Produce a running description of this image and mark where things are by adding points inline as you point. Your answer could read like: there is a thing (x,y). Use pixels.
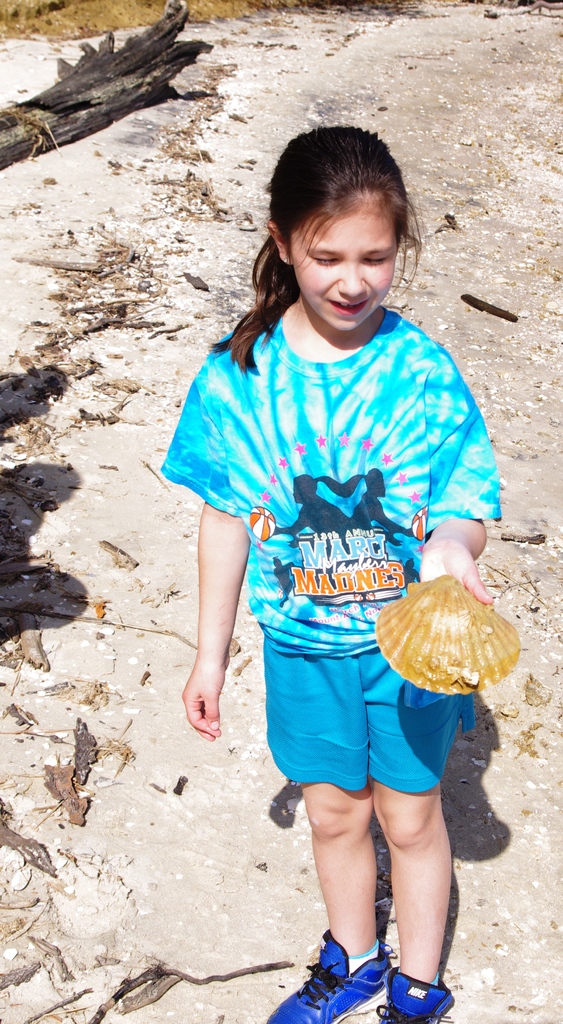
This image is taken outdoors. At the bottom of the image (179,962) there is a ground (186,936) with a few dry leaves (193,166). In the background (110,52) there is a bark (182,59) on the ground (221,858). In the middle of the image (284,582) a girl (373,631) is standing on the ground (187,968) and she is holding a shell (455,624) in her hand (449,546).
